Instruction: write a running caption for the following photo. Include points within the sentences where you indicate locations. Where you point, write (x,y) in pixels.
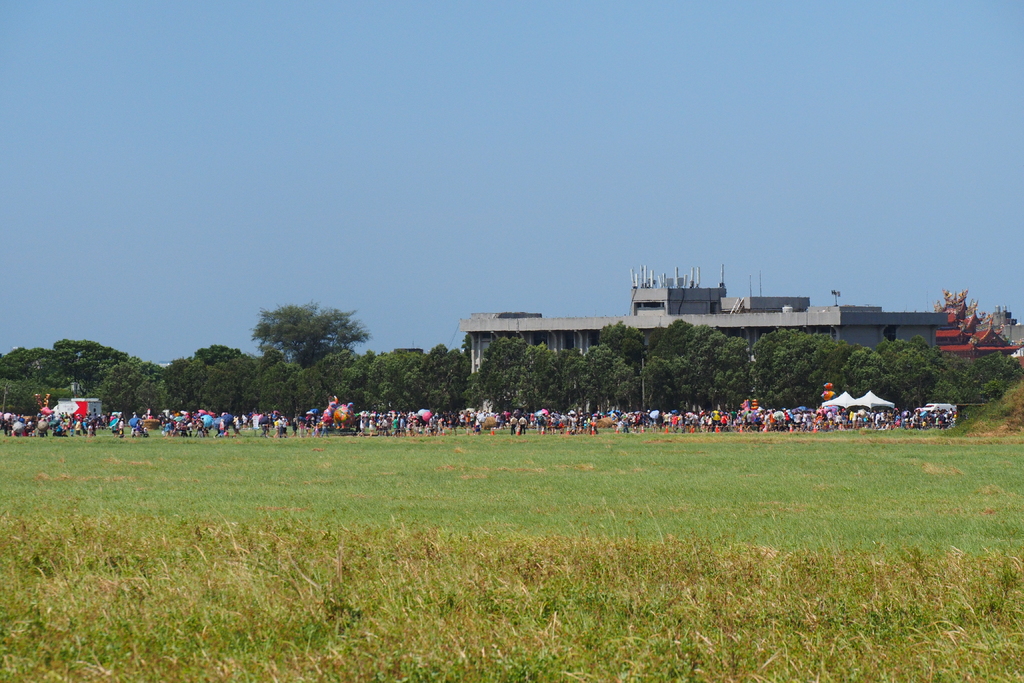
At the bottom of the picture (519,550), we see the grass (405,492). In the middle (359,429), we see many people (283,432) are standing. We see the games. On the right side (868,400), we see the white tents (877,399) under which the people (821,416) are standing. There are trees (447,361) in the background (445,379). Behind that, we see a building (758,311) in grey color. On the right side (954,317), we see a building (970,336) in brown color. At the top (492,160), we see the sky (491,195).
